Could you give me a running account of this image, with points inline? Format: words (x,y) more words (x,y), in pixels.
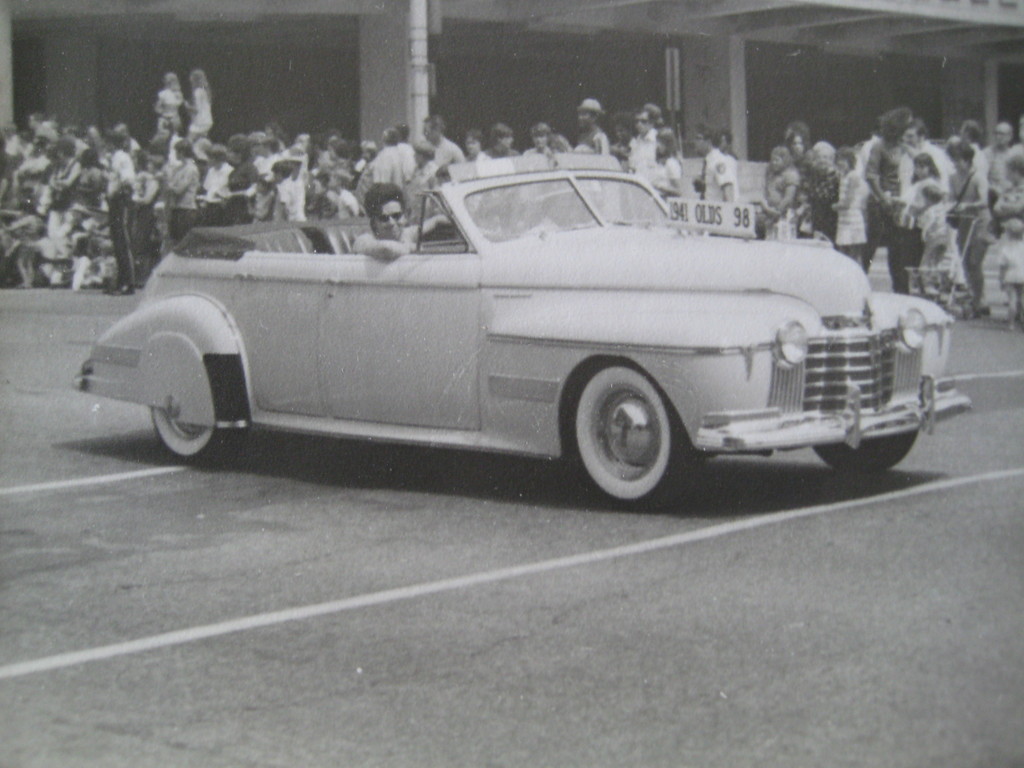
In this image I can see the person (389,194) sitting in the vehicle (418,288). In the background (907,195) I can see few people (1007,252) standing and the image is in black and white.
